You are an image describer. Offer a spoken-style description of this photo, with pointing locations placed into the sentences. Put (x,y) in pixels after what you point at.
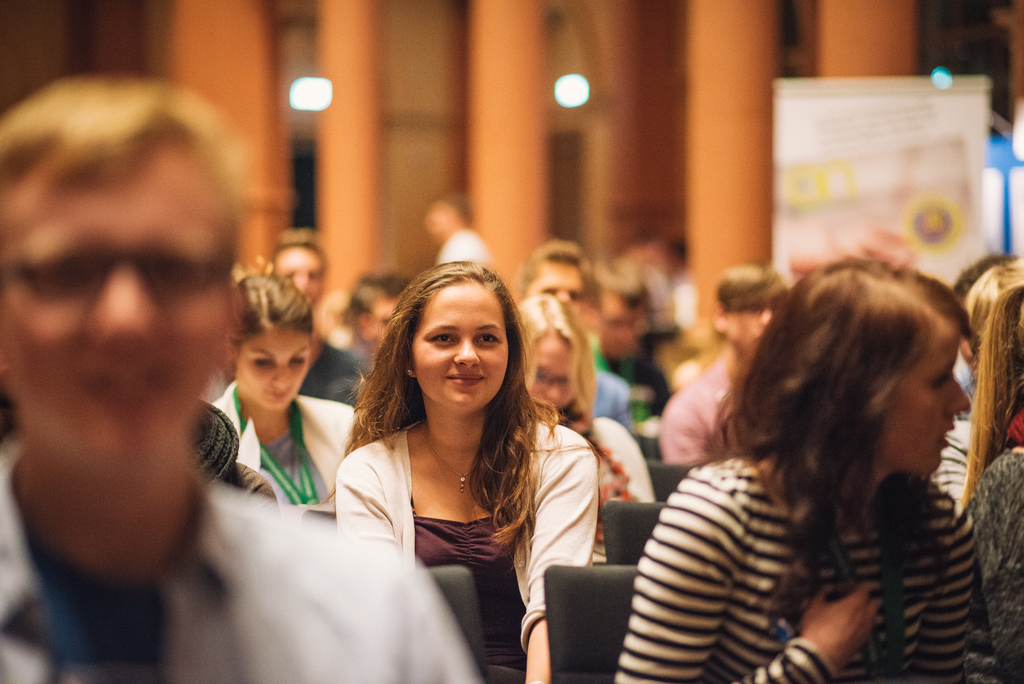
In this image few people (332,377) are sitting on the chairs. Right side (885,176) there is a board (907,214). There are pillars (271,122). Behind there is a wall (563,123) having few lights (570,92) attached to it.
